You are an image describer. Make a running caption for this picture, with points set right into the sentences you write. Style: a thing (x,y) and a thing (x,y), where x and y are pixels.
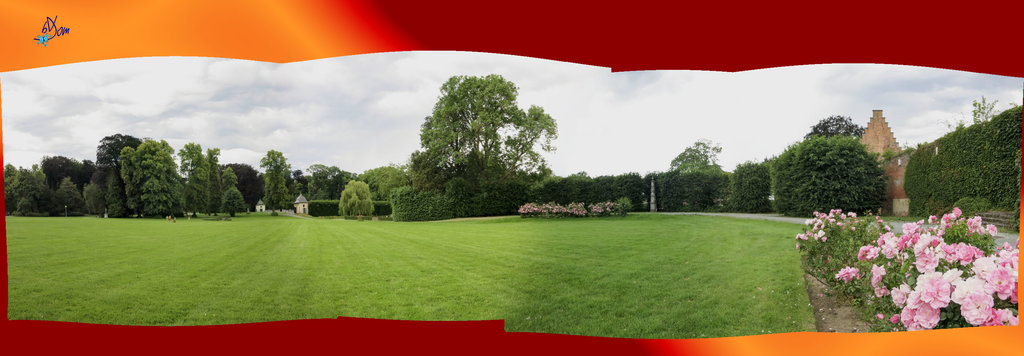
In this picture it looks like a wallpaper with red and yellow color border (265,14). There is a garden (308,212) covered with grass (235,252) & surrounded by trees (470,169), flowers (941,243), walls (881,118), poles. The sky (279,68) is bright.
